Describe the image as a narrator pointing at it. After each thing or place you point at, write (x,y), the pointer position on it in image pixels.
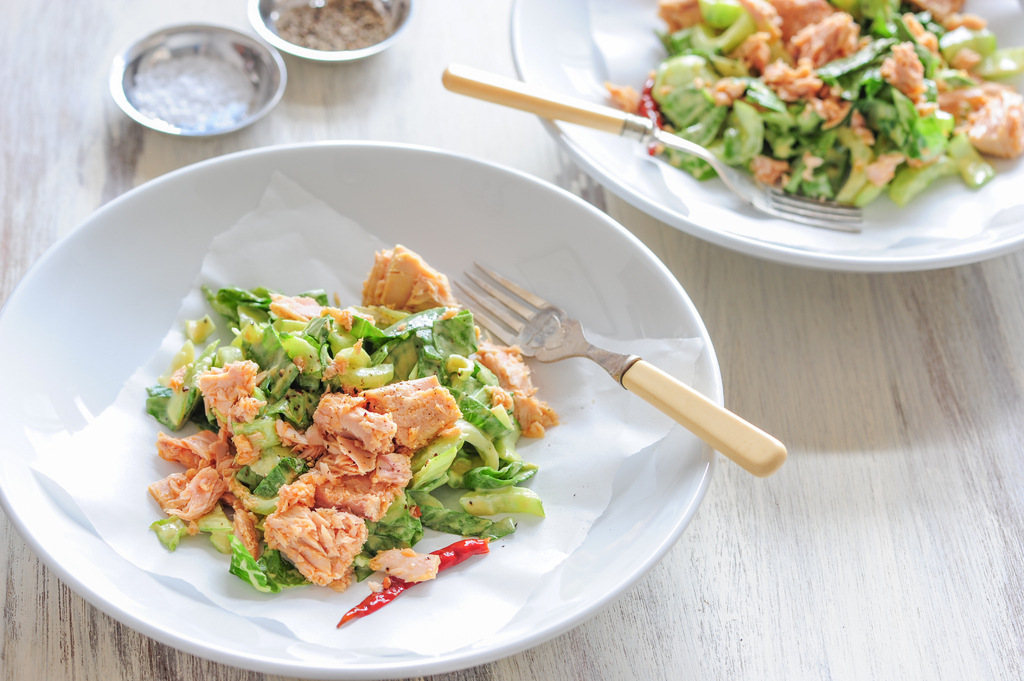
In this image I can see a table (111,672) on which there are two plates (507,199) in which there is some food item (255,464) and two bowls (308,58) which has something.
